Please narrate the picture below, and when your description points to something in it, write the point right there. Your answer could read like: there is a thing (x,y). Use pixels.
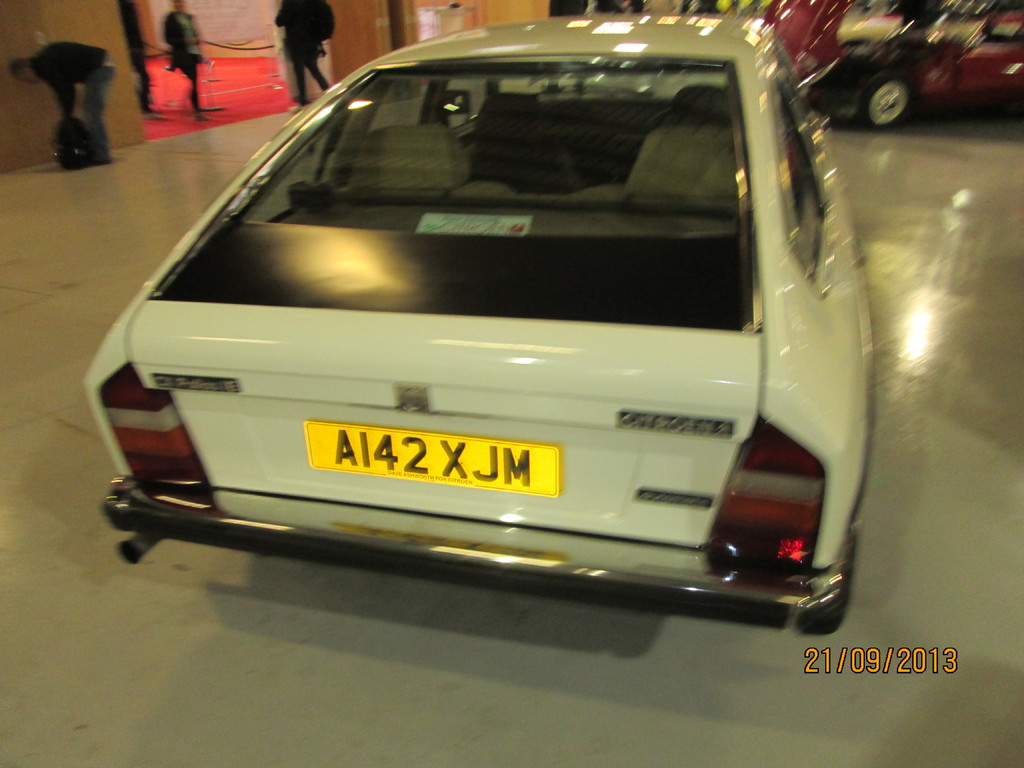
In this image we can see the vehicles (934,89). And we can see the people (197,66). And we can see the blurred background (872,42).
